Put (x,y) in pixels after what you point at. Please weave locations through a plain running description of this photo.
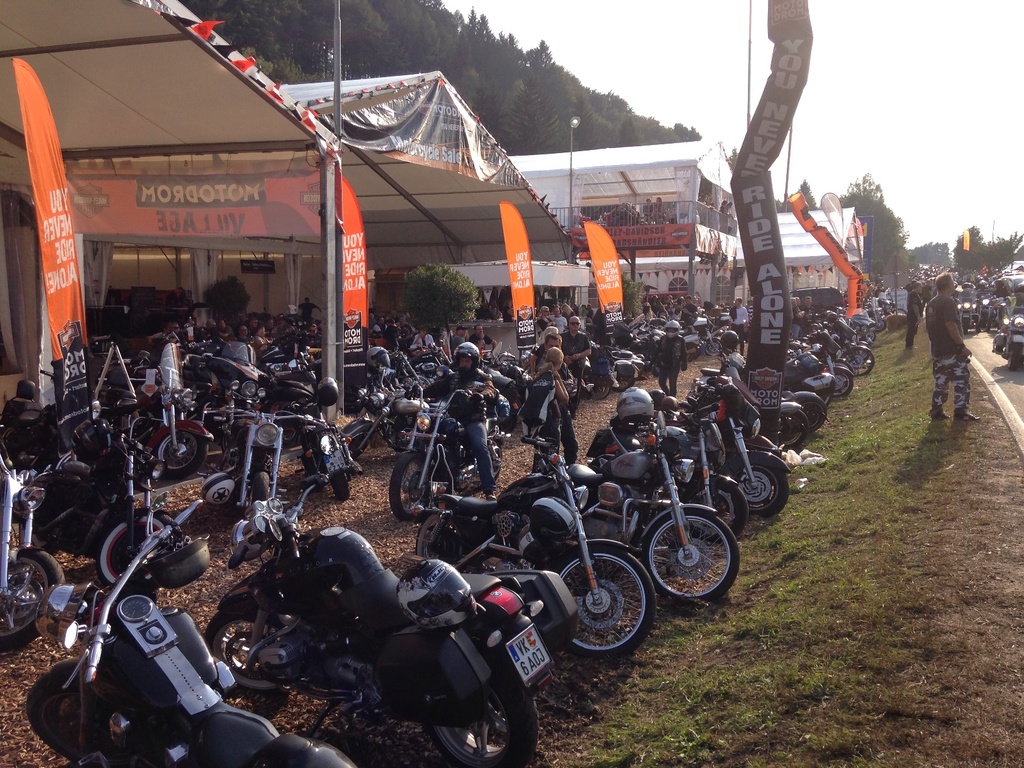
Here we can see a number of motorbikes (21,605), people (933,289), tents (561,289) and banners (744,196). Background (355,16) there are a number of trees (585,108).
